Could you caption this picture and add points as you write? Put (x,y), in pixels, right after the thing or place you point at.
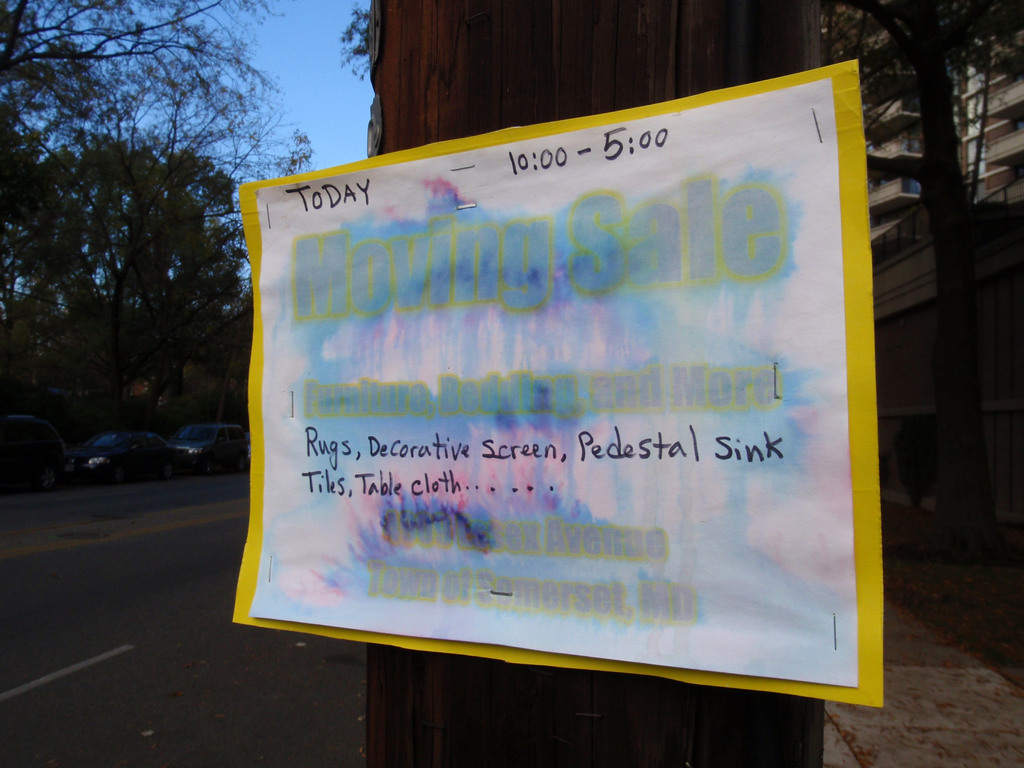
This picture is clicked outside. In the foreground (444,422) we can see the text (335,197), numbers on the poster (685,184) which is attached to an object (492,683) which seems to be the trunk (510,29) of a tree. In the right corner (1002,168) we can see the building (921,306), tree (959,391) and a plant like object (929,435). On the left (72,489) we can see the ground (123,543) and we can see the cars (129,477) parked on the ground (153,508). In the background (209,238) we can see the sky (317,120), trees (198,315) and some objects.
